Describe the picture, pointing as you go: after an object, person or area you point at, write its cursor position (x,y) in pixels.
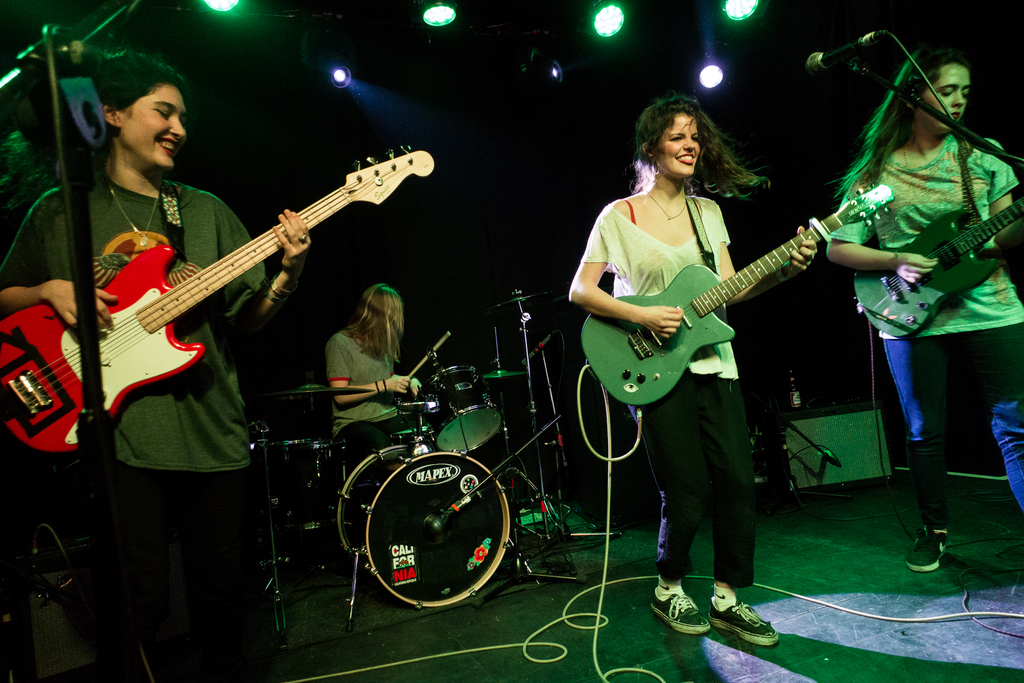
in this picture there are four girls (106,189) they are playing the music, three girls (871,235) in the front of the stage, they are holding the guitars (873,200) in their hands (289,235) and playing it, there are mics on the stage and there is a girl (366,298) who is sitting at the left side of the image (338,346) is playing the drums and there are spotlights (531,73) on the stage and it seems to be a music event.
